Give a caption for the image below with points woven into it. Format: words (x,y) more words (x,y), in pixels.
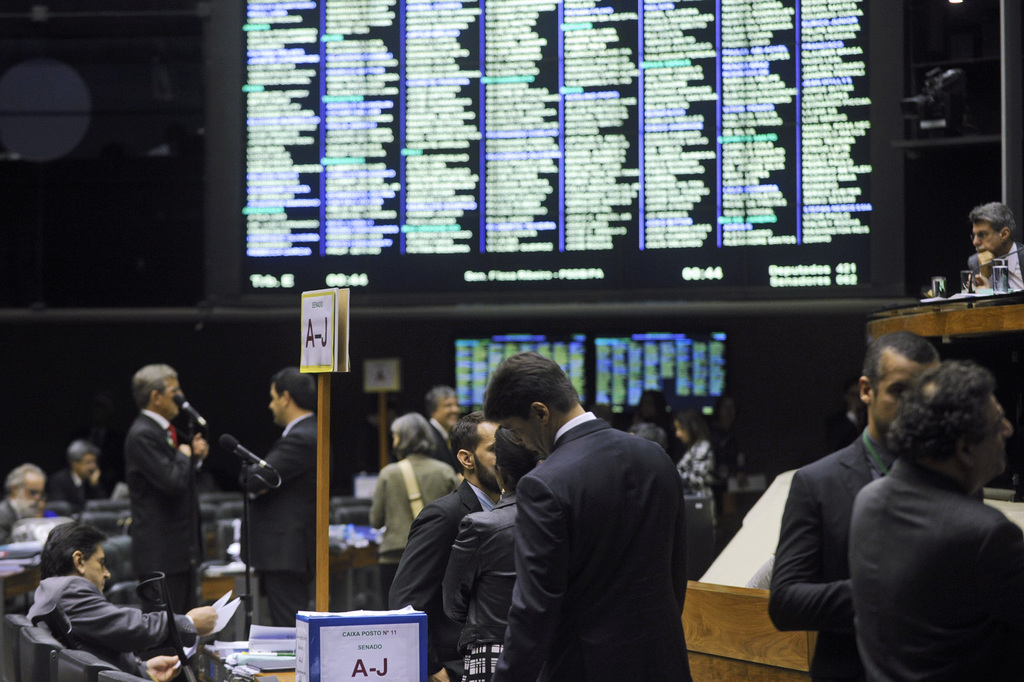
This is the picture taken in a room (17,510), there are group of people (67,605) in this room (62,603). Some people (63,584) are sitting and some are standing. behind the people (310,464) there is a screen (391,111).
